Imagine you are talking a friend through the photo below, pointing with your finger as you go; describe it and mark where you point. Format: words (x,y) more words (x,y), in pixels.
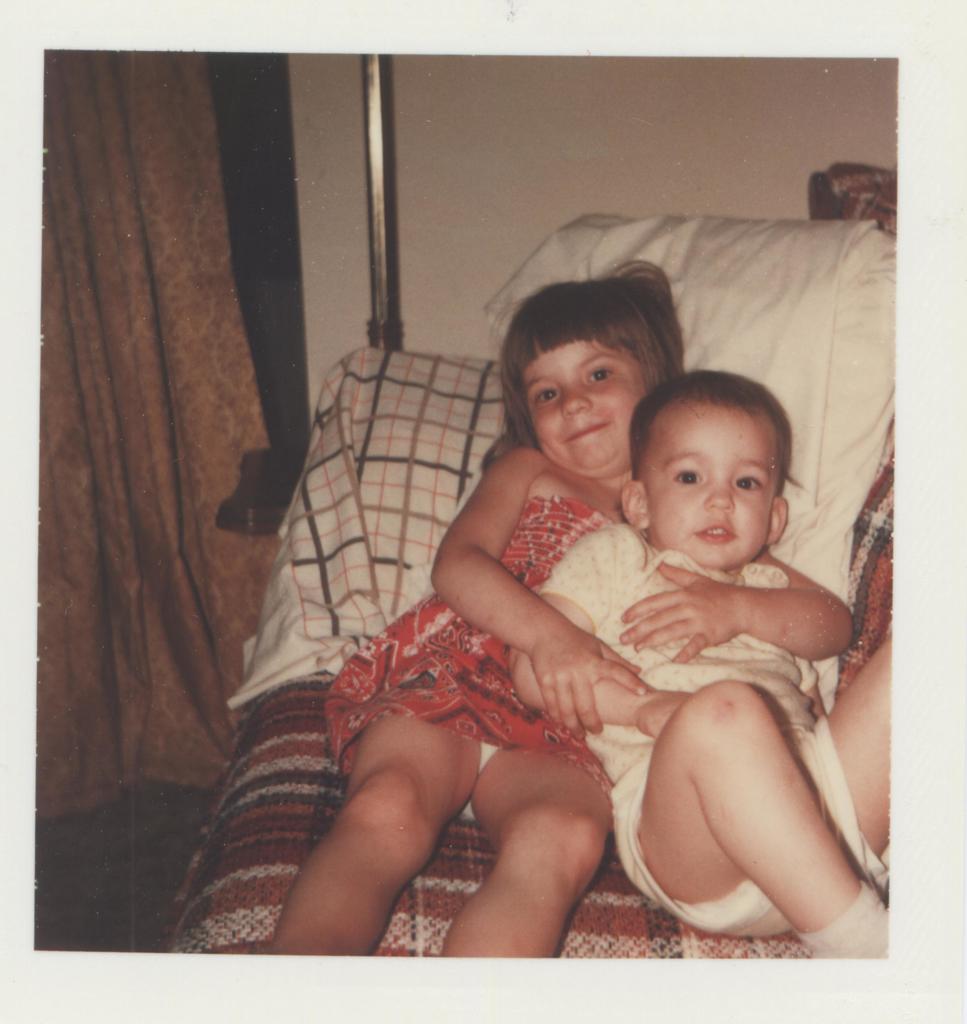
In this image we can see a boy (610,712) and a girl (464,646) holding each other lying on a bed (439,899). On the backside (464,325) we can see a wall (429,189), pole (392,229) and a curtain (169,471).
